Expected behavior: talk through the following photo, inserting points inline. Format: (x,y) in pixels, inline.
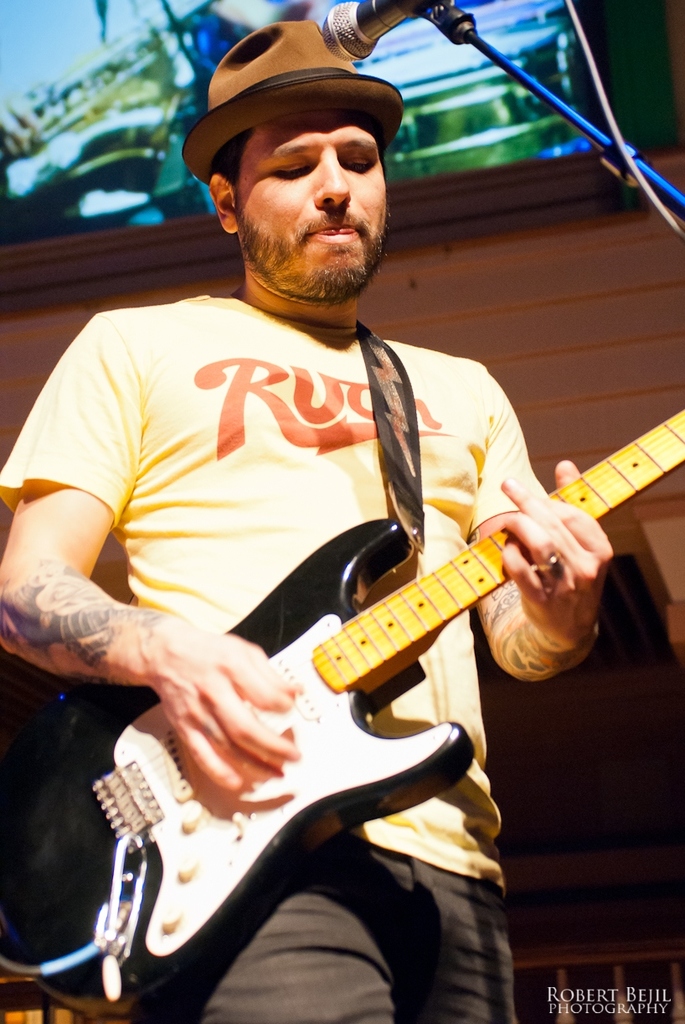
Man (234,444) is wearing a yellow t shirt (244,406) and wearing a cap (292,102) and holding a guitar (336,760) and playing it. There is a mic stand (459,26) in front of him. In the background (110,143) there is a photo frame (120,182).
